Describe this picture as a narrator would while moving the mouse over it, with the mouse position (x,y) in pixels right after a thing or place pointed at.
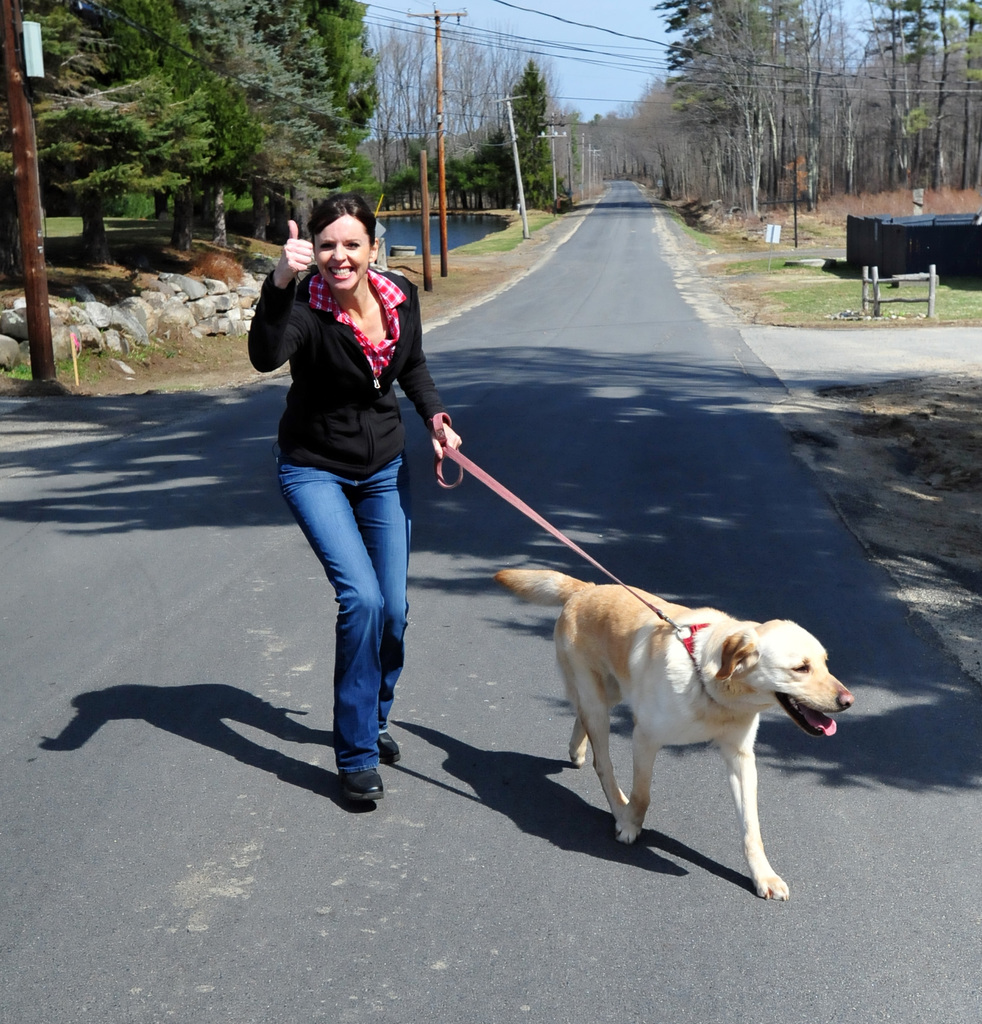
A woman (367,589) is holding dogs belt (551,528) which is tied to a dog (634,712). They are on the road (186,568). In the background (294,139) there are trees (219,62), poles (442,218) and sky (516,39) and water (419,233).
